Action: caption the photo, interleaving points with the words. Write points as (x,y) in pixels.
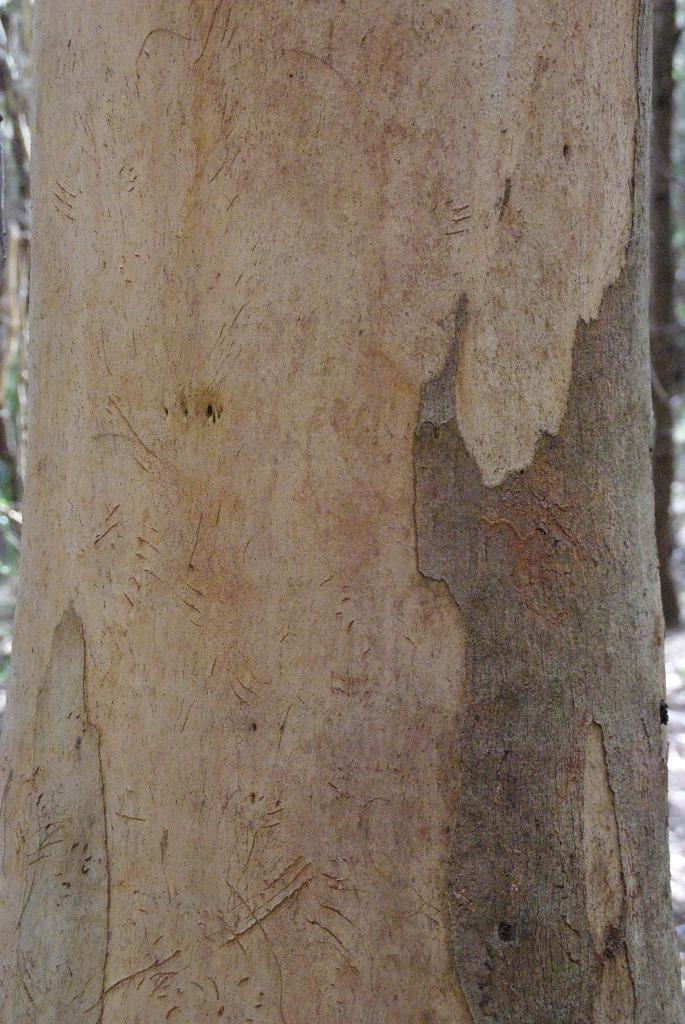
In this picture we can see a tree bark (400,510).
